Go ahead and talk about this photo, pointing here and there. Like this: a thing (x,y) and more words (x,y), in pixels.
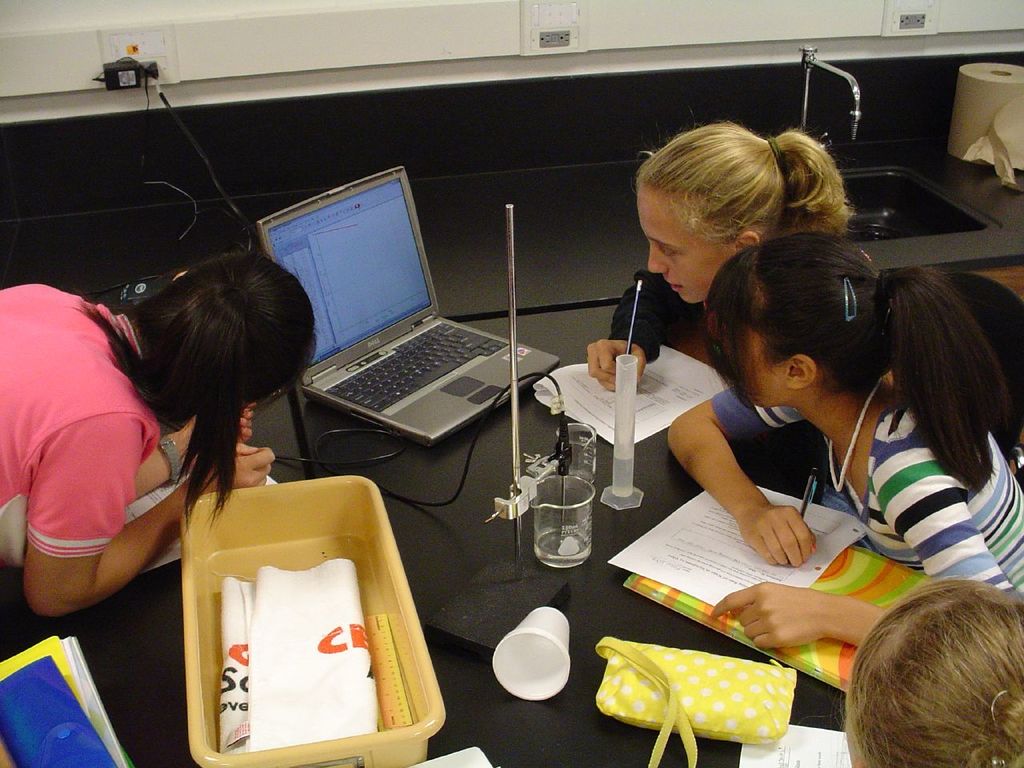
In the foreground of the picture (312,750) there are girls (883,679), in between them there is a desk (587,636), on the desk (482,714) there are apparatus (564,529), books (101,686), cup (536,676), bag (718,680), laptop (399,282), cable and other objects (602,426). The girls (734,435) are holding pens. On the right (953,148) there is a sink (920,185) and tissue paper (991,109). At the top (137,33) there are plug boxes (108,45).
